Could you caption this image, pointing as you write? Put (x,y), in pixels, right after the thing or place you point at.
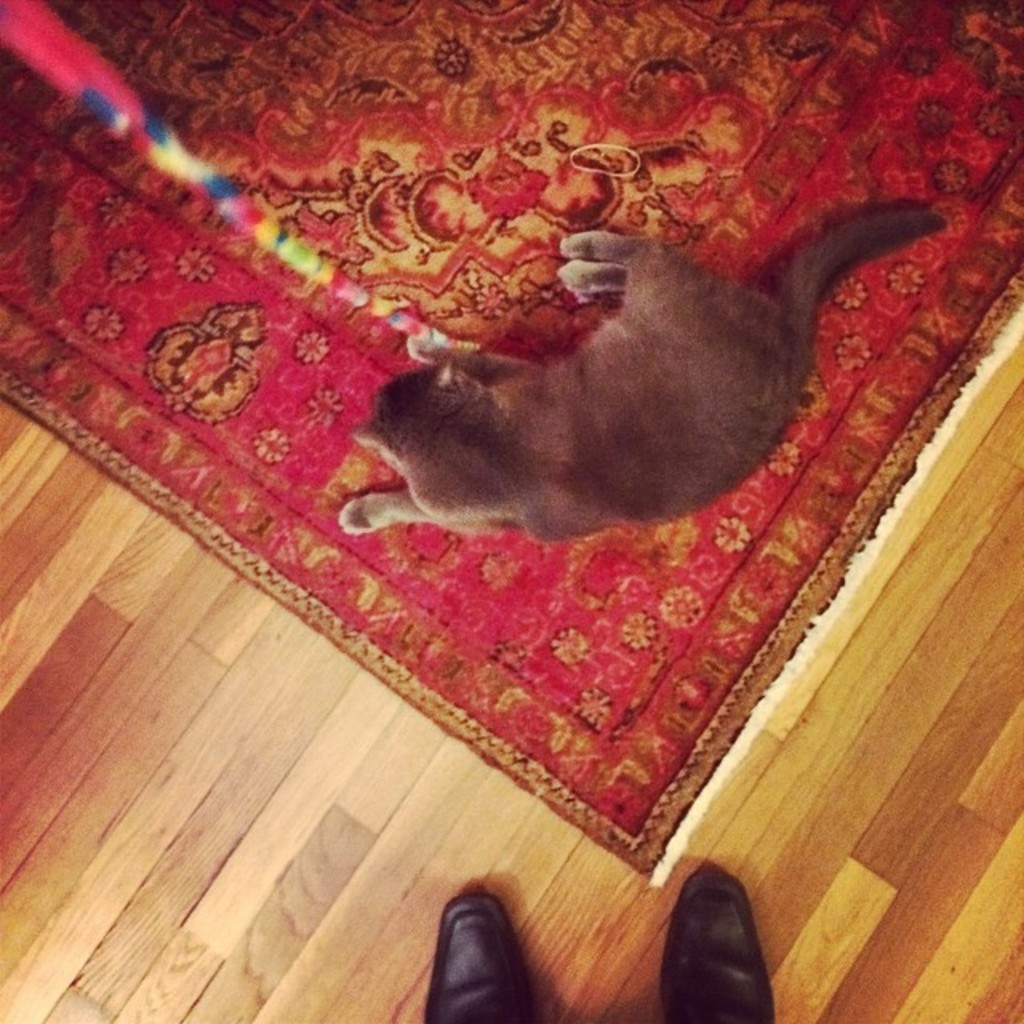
In the middle of the picture (494,451), we see a cat (647,341) or a dog (603,354) is on the red carpet (574,575). In front of that, we see a thing (297,249) in different colors. At the bottom of the picture (633,938), we see a wooden floor (220,771) and shoes (690,990) in black color.
